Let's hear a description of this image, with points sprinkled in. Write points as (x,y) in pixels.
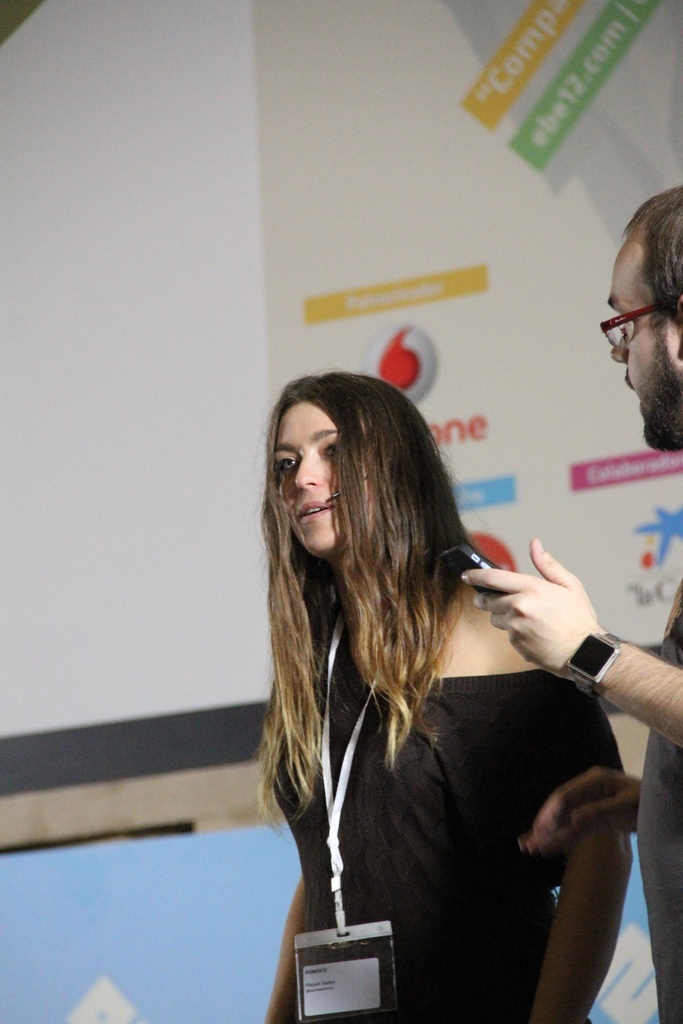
In this image, there are a few people (472,875). In the background (214,936), we can see some boards (93,892) with text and images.
